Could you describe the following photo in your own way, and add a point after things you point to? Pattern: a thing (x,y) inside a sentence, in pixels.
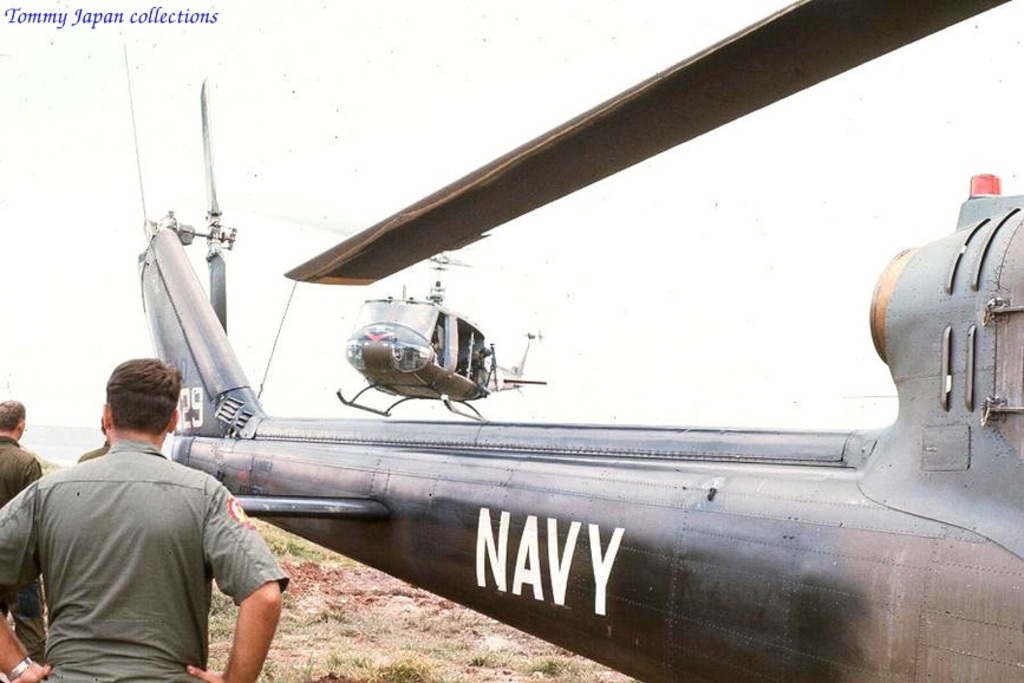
In the left bottom of the picture (147,551), we see three men (95,581) in uniform (93,545) are standing. Beside them, we see a helicopter (599,532) on which "NAVY" is written. Beside that, we see another helicopter (457,377). In the background (233,181), it is white in color. At the bottom of the picture (376,627), we see grass (390,625).
